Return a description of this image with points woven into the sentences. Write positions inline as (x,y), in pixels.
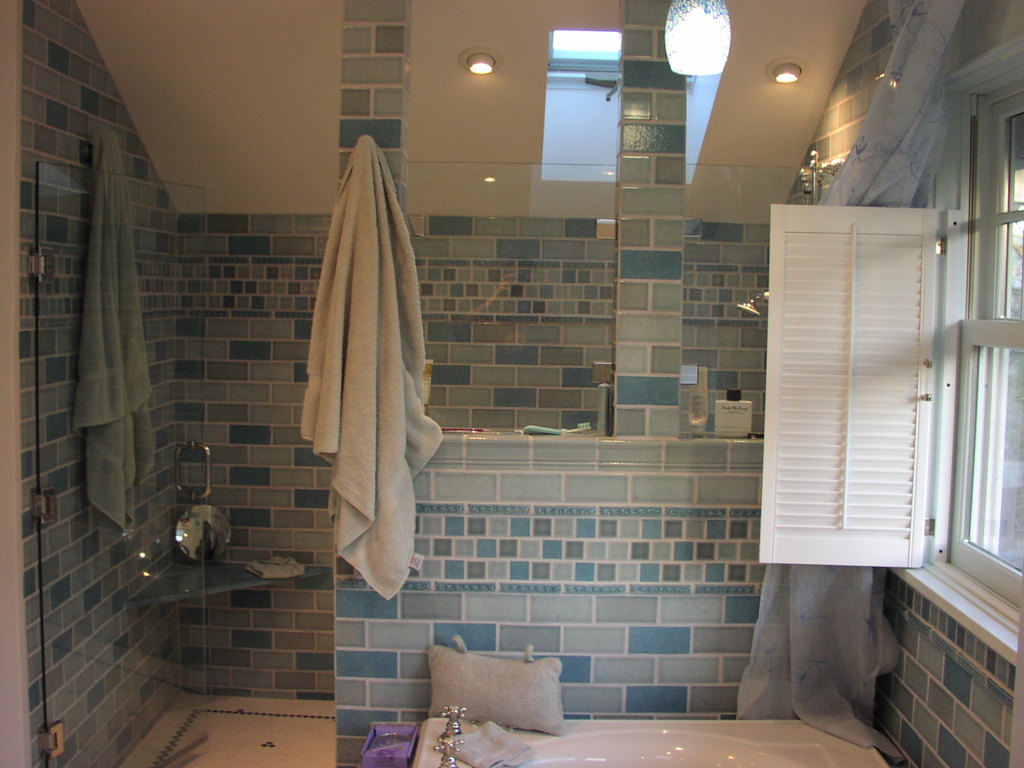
This is a picture of a washroom (572,557). On the right (767,664) there are window (972,423), door (850,457), curtain (856,602), shower (744,304) and lights (789,62). In the center of the picture (366,337) there are towel (380,339), bathtub (441,728), taps (452,734), brush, shampoo (731,422) and lights (466,57). On the left (112,292) there are door (135,688) and towel (97,436).
